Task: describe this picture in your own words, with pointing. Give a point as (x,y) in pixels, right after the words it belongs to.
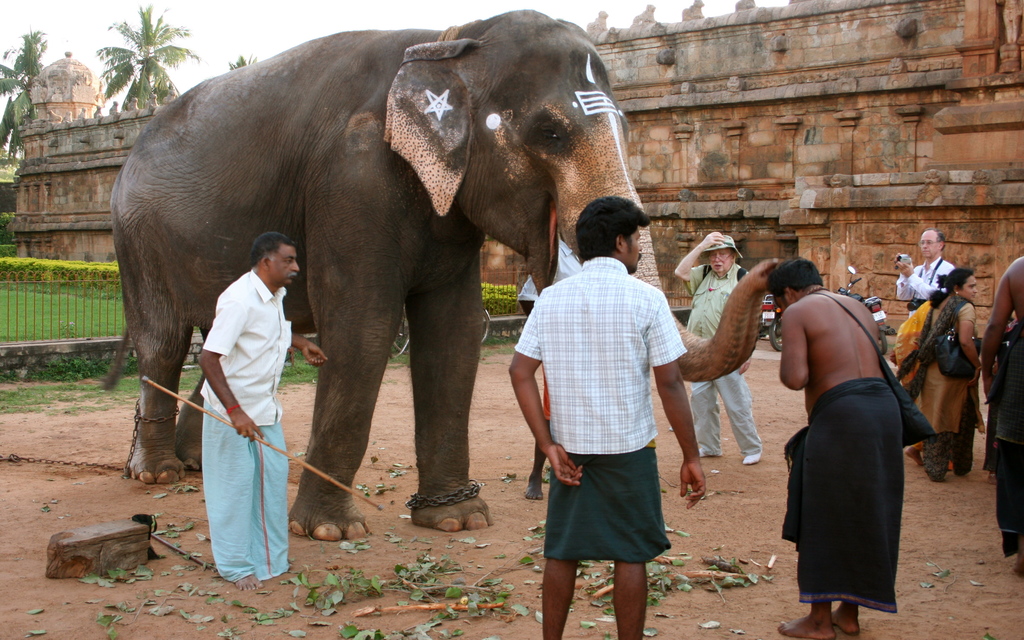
This picture shows a building (24,175) few trees (167,74) and a elephant (432,516) and few people (216,315) standing around the elephant (695,362) and a person (915,296) taking photograph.
